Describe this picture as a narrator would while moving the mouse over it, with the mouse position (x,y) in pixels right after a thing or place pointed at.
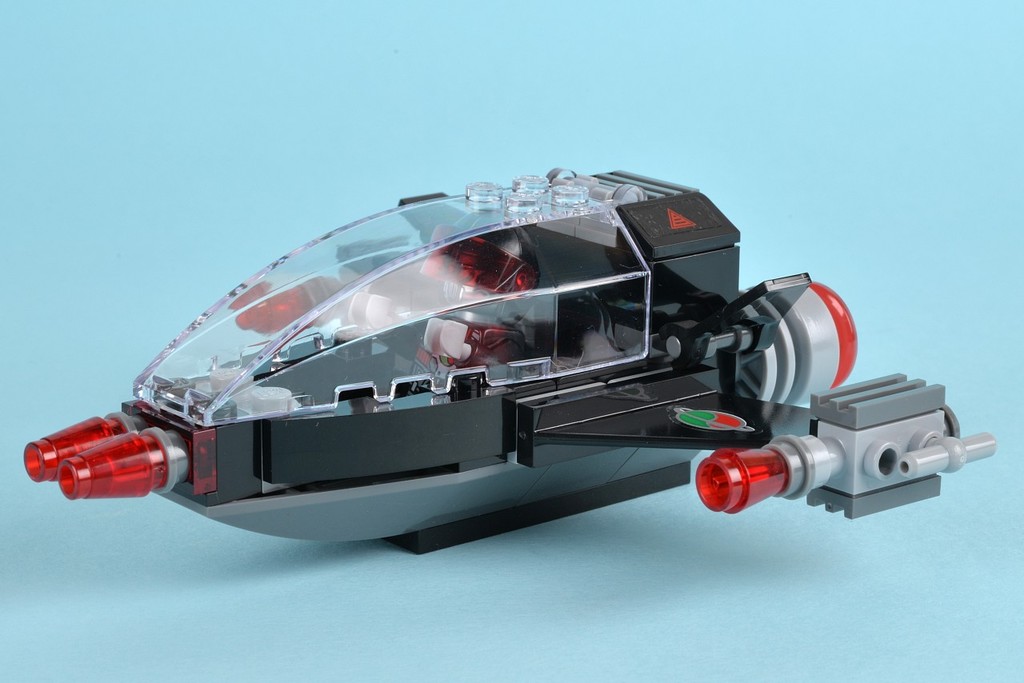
In the center of this picture (438,440) we can see an object (529,303) seems to be the toy (434,484) placed on a blue color object (519,590).
